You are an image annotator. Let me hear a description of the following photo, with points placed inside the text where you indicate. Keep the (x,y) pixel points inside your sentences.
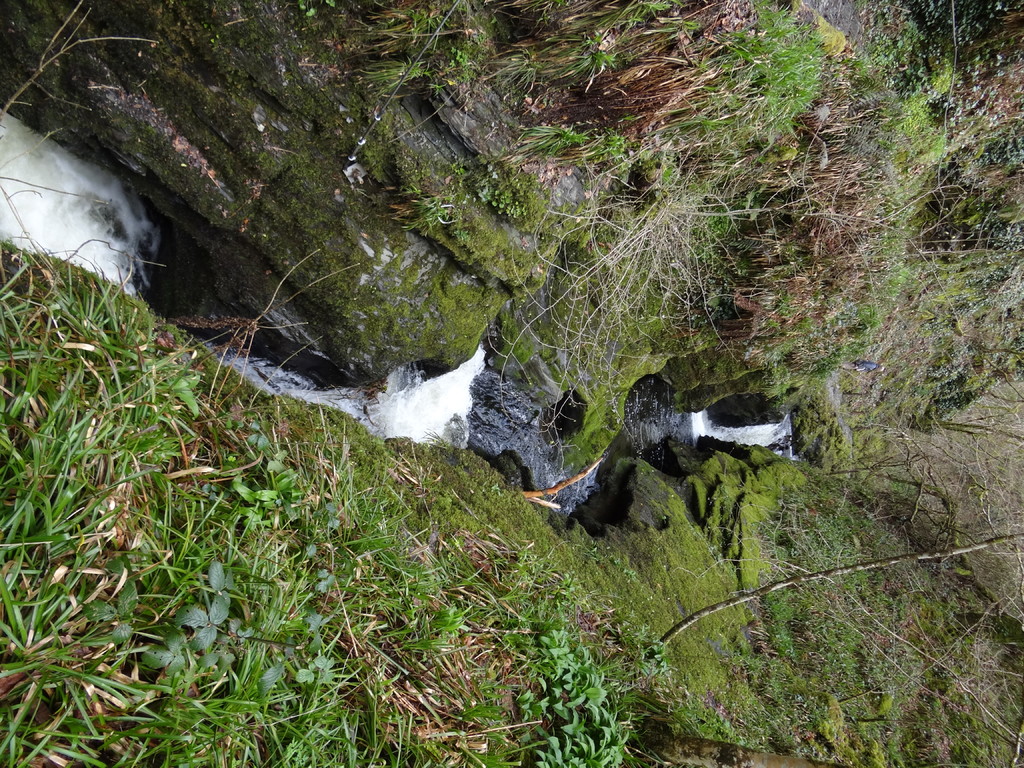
In this image there are some grass (186,519) in the bottom of this image (411,657) and on the top of this image (719,96) as well, and there is some water (415,377) flowing as we can see in middle of this image (438,409).
